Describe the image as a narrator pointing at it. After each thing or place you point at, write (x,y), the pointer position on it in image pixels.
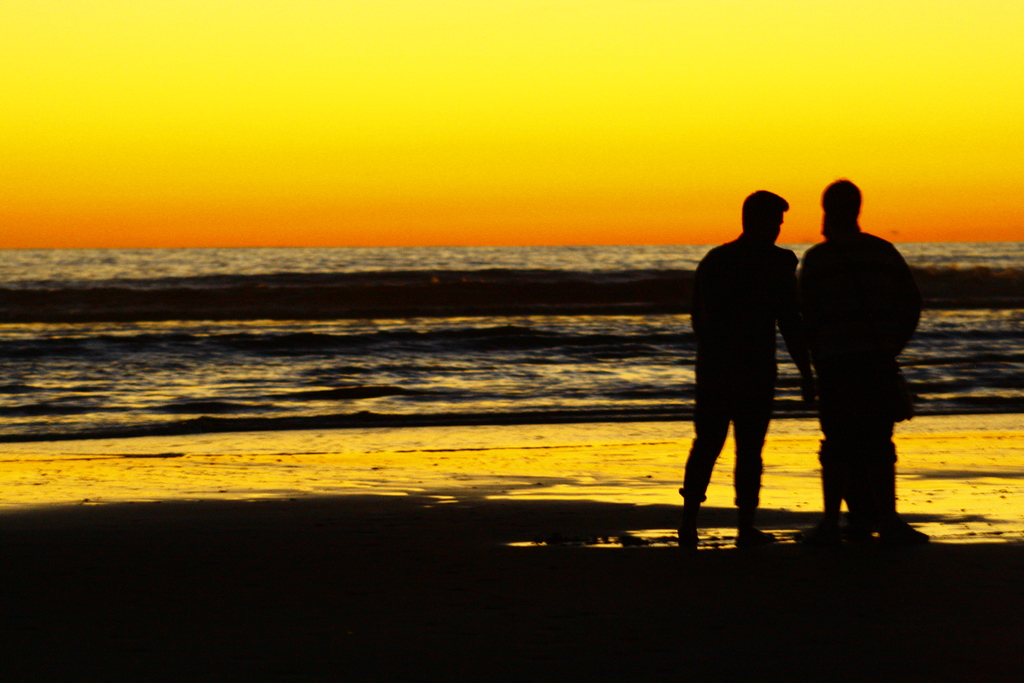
This picture is taken from outside of the city. In this image, on the right side (879,441), we can see two men (755,295) are standing on the sand (783,536). In the background (353,284), we can see a water (507,273) in an ocean (659,273). At the top (574,81), we can see a sky (559,79) which is yellow and orange color, at the bottom (404,584), we can see black color.
